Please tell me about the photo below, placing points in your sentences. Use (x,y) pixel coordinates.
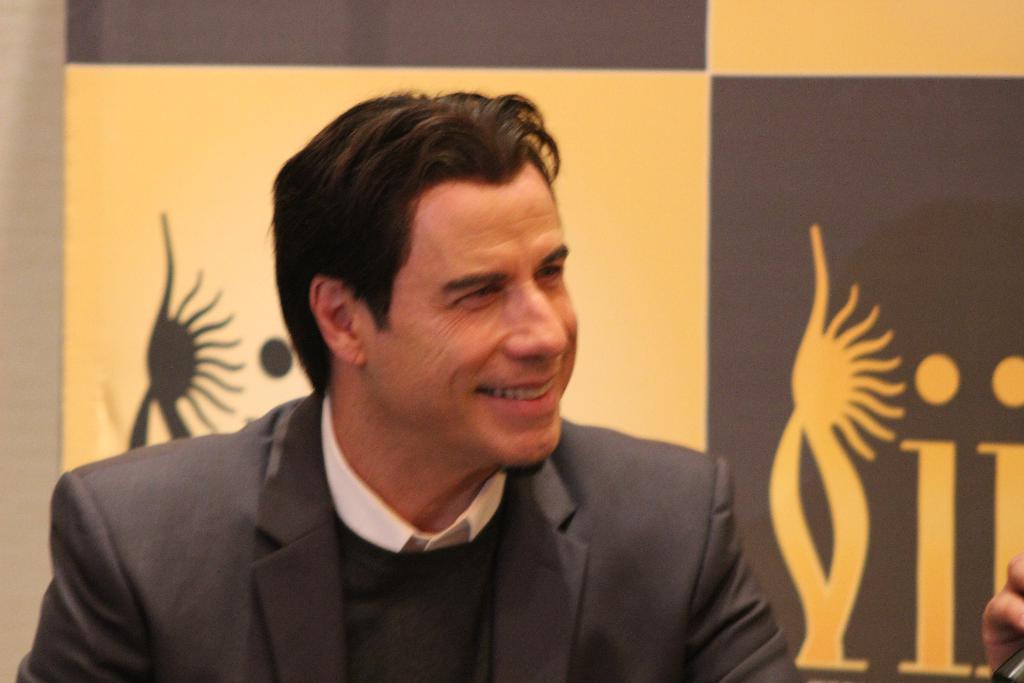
In this image I can see a person (447,366) is smiling and wearing black and white color dress (410,547). Back I can see a cream and brown color banner (803,144).
